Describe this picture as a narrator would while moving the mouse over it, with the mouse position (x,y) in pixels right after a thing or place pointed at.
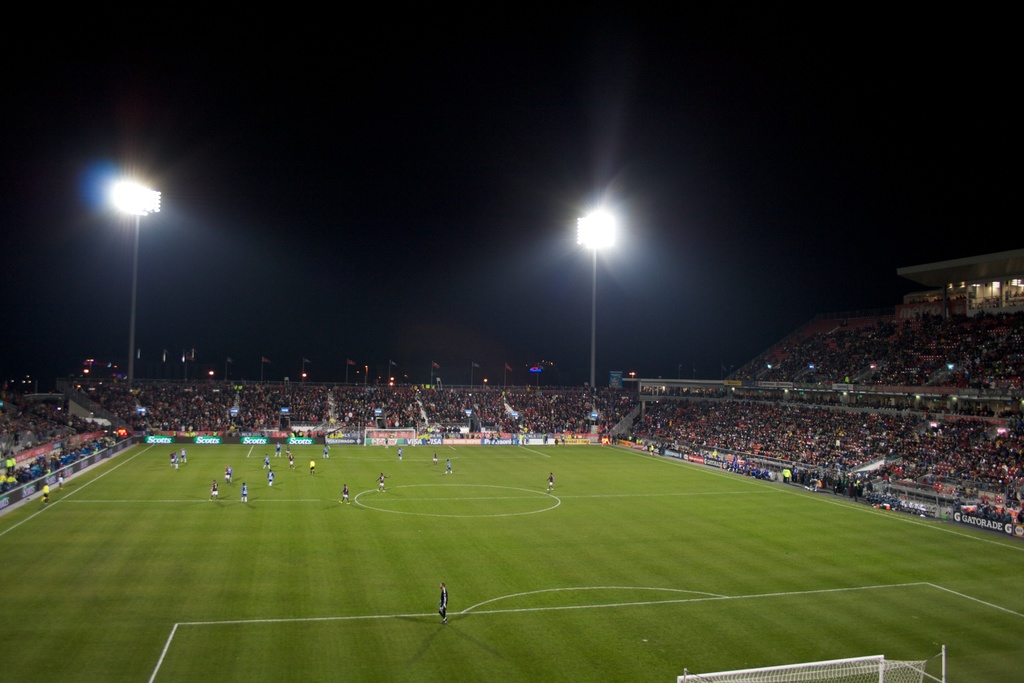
There are persons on the ground (613,612). Here we can see hoardings (566,443), poles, lights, flags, and crowd (1010,463). There is a dark background (789,278).
